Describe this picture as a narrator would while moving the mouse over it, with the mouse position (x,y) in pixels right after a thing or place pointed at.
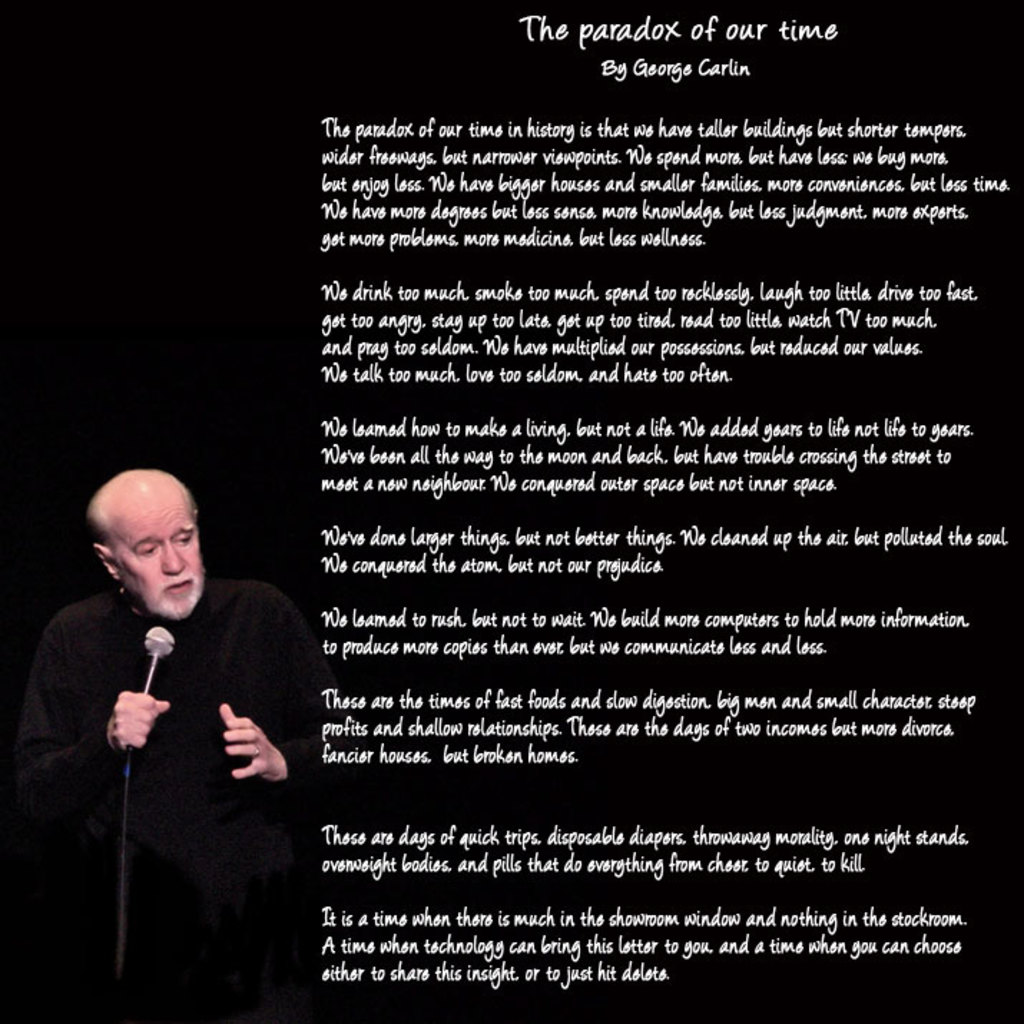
This is the poster (129,801) where we can see the text (452,156) and the man (236,718). The man (236,718) is wearing black color dress (221,685) and holding mic (149,685) in his hand (158,702).
